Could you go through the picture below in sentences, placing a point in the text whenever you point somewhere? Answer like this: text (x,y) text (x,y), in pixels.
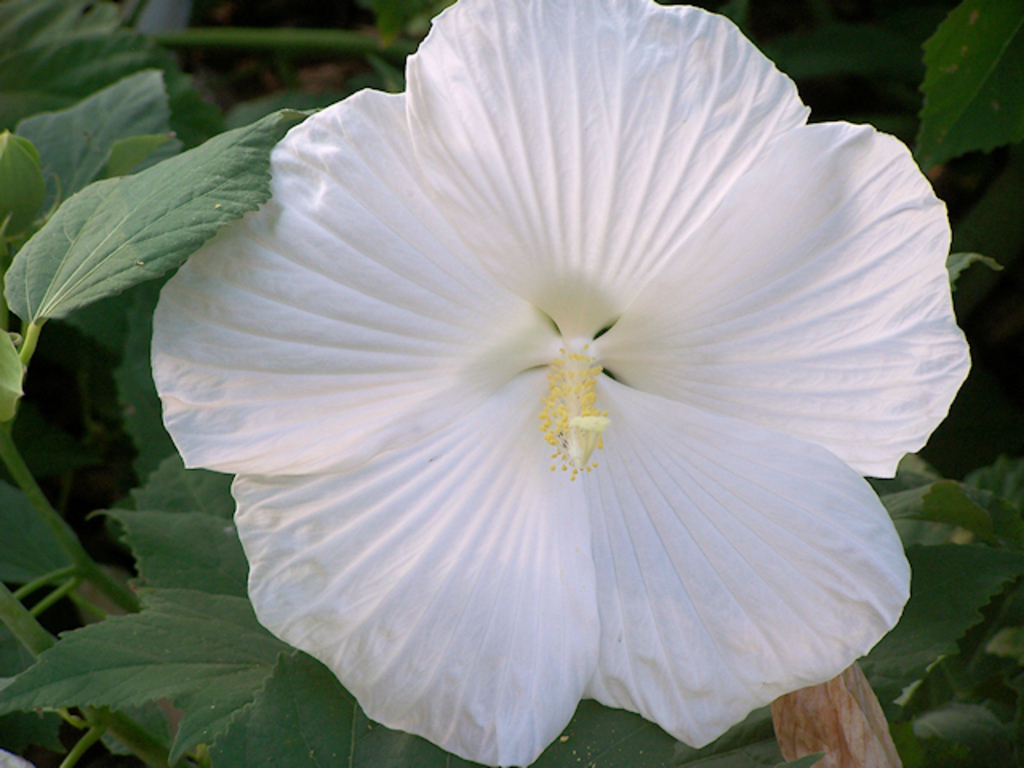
In this image we can see the flower (286,176) and also the leaves (931,669).
